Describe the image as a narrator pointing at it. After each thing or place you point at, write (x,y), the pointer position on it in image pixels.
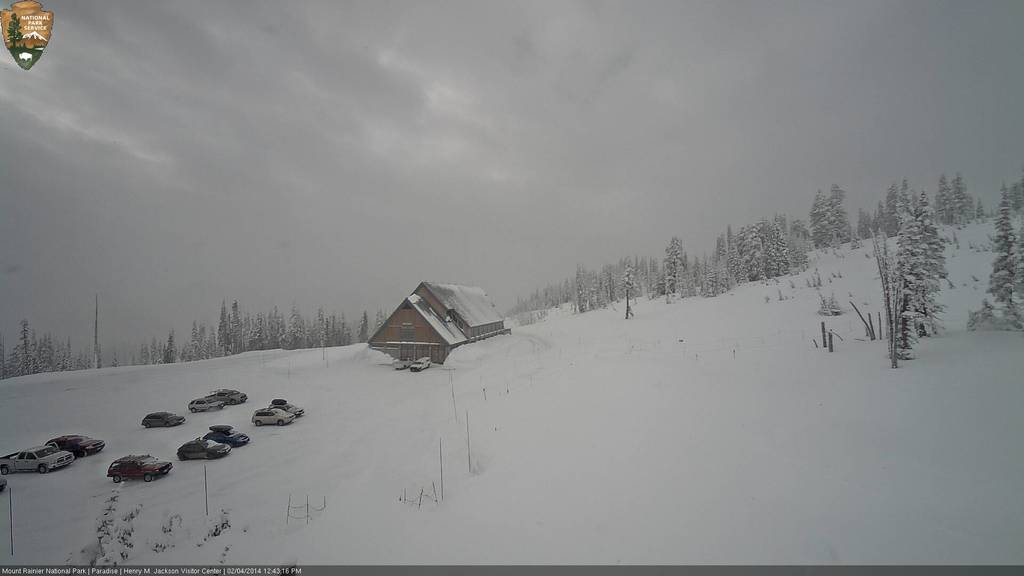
This image is taken outdoors. At the top of the image (288,101) there is the sky (618,158) with clouds (383,198). At the bottom of the image (453,478) there is snow (185,494). In the background (192,357) there are many trees (632,287) covered with snow (735,273). In the middle of the image (408,331) there is a house (441,352) covered with snow (429,316) and two cars (424,361) are parked. On the left side of the image (33,461) there are a few cars (267,421) covered with snow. At the top left of the image (27,37) there is a watermark (31,25) on the image.
